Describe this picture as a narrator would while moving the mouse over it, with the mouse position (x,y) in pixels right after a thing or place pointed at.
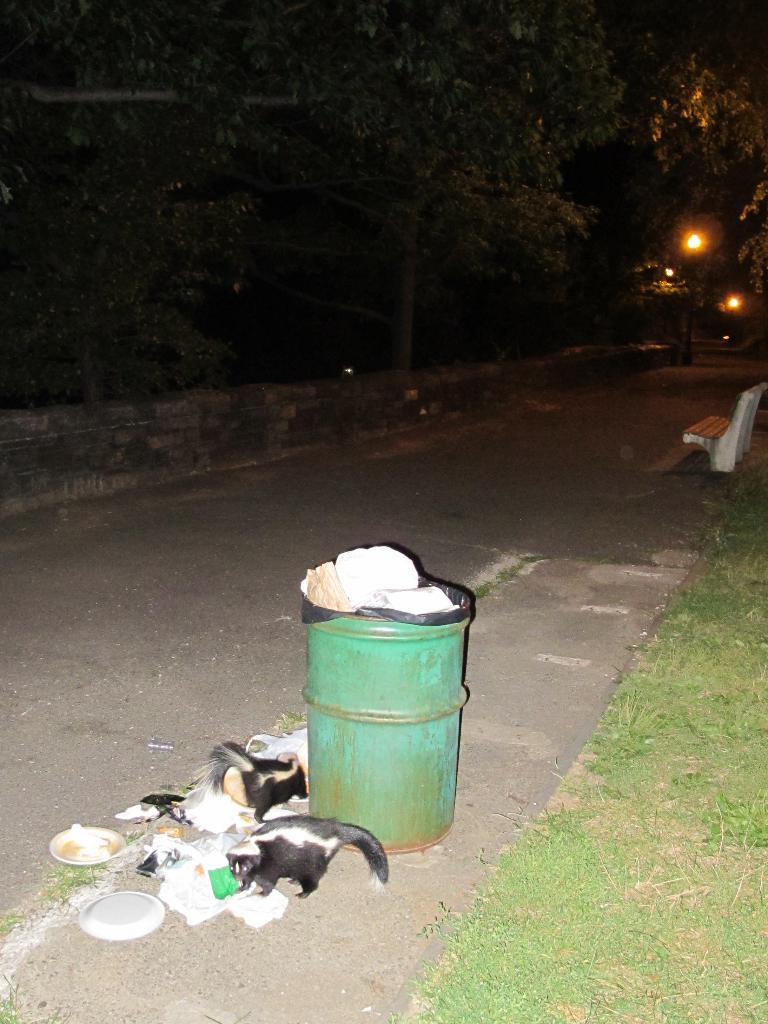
In this image we can see a bin (467,693), animals (363,843), plates (104,903), grass (573,944), bench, road (447,539), wall (24,428), poles (690,278), lights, and objects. In the background (440,294) there are trees (440,294).
